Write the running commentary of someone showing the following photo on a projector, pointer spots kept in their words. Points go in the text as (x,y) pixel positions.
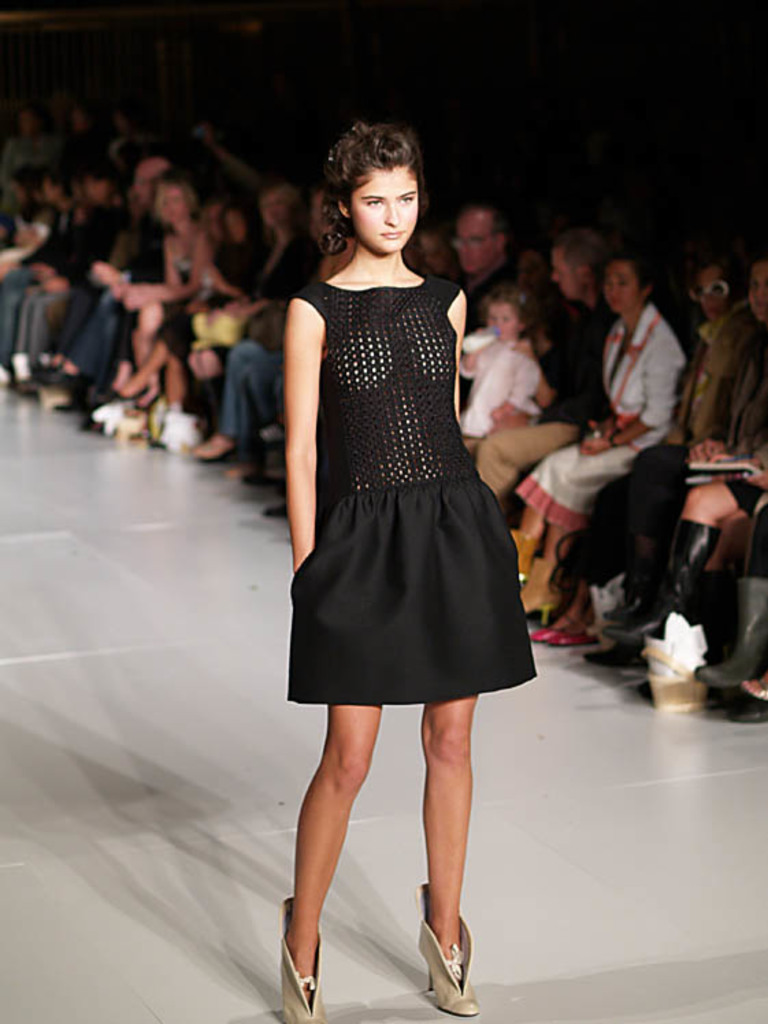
In the center of the image (346,371) we can see woman (338,442) standing on the floor (408,930). In the background (41,147) we can see persons (641,413) sitting on the chairs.
